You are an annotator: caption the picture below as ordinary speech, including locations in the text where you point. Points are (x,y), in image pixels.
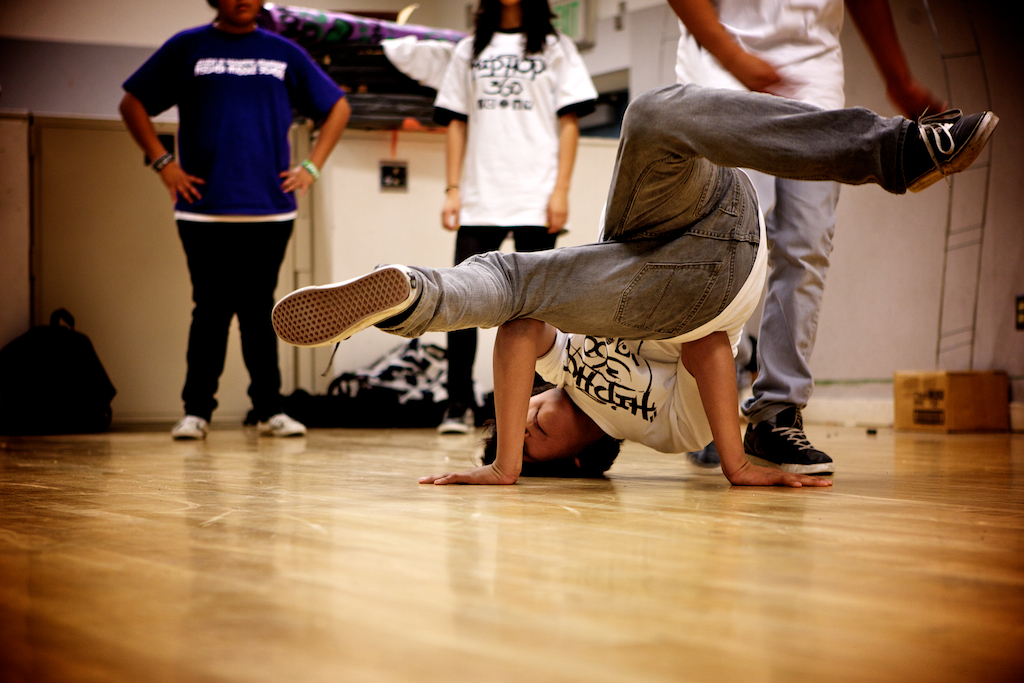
In this image there is a floor (344,538). A person (627,371) is dancing. There are other people (238,209) standing. There is a box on the right side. There are bags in the background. There is a wall (913,342).
